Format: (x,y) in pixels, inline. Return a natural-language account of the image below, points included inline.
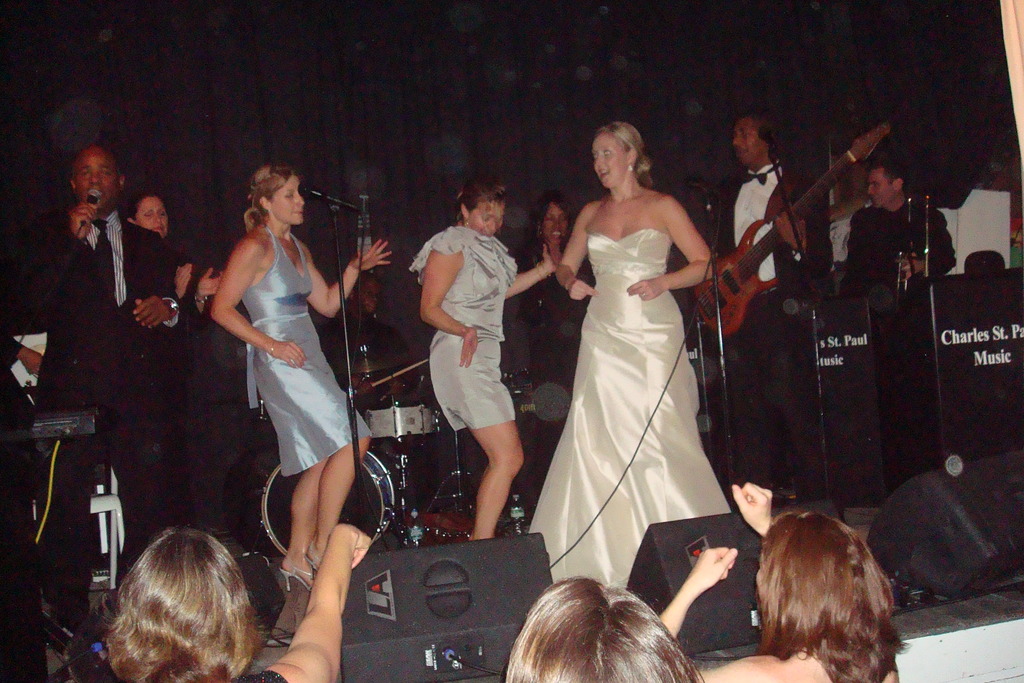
in the image we can see group of persons (638,197) were dancing on the stage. Here one man (794,274) holding guitar (750,268) and on the left (125,303) we can see one man (111,239) holding microphone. In front of them we can see microphone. And in the bottom (821,595) we can see few persons (810,602) were standing. We can see some musical instruments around them.
